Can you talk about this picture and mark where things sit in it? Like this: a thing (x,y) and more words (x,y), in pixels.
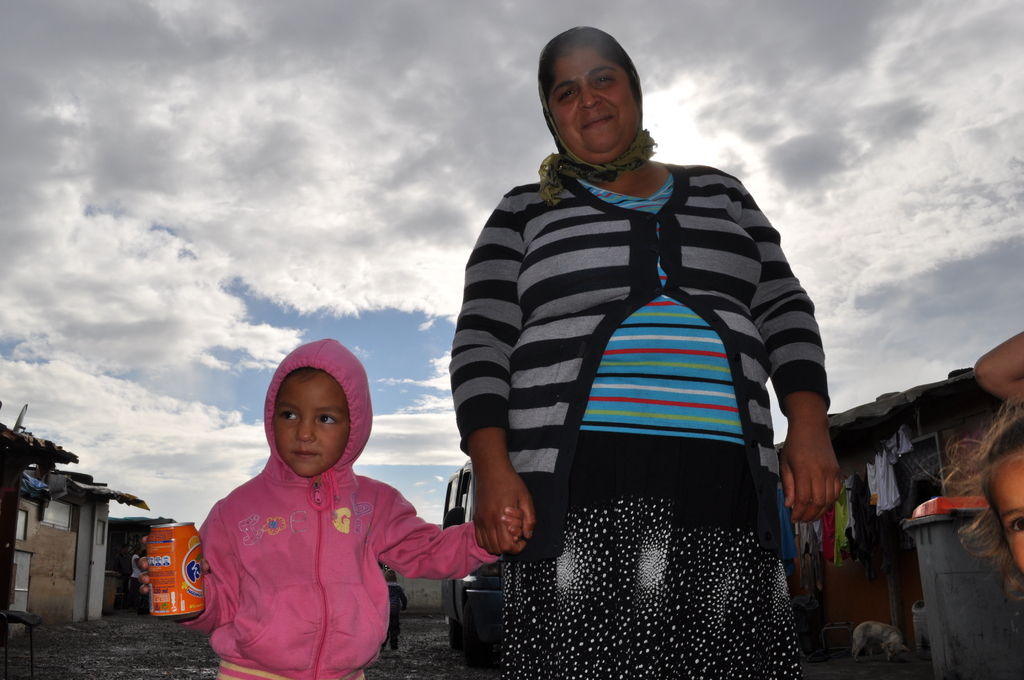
In the image in the center (558,312) we can see one kid (279,535) and one woman (748,363) standing and the woman (554,322) was smiling. And we can see, kid (233,651) is holding can (186,555). In the background (953,224) we can see the sky (881,370), clouds (862,368), houses (928,423), clothes (875,481), dustbin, vehicle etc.
